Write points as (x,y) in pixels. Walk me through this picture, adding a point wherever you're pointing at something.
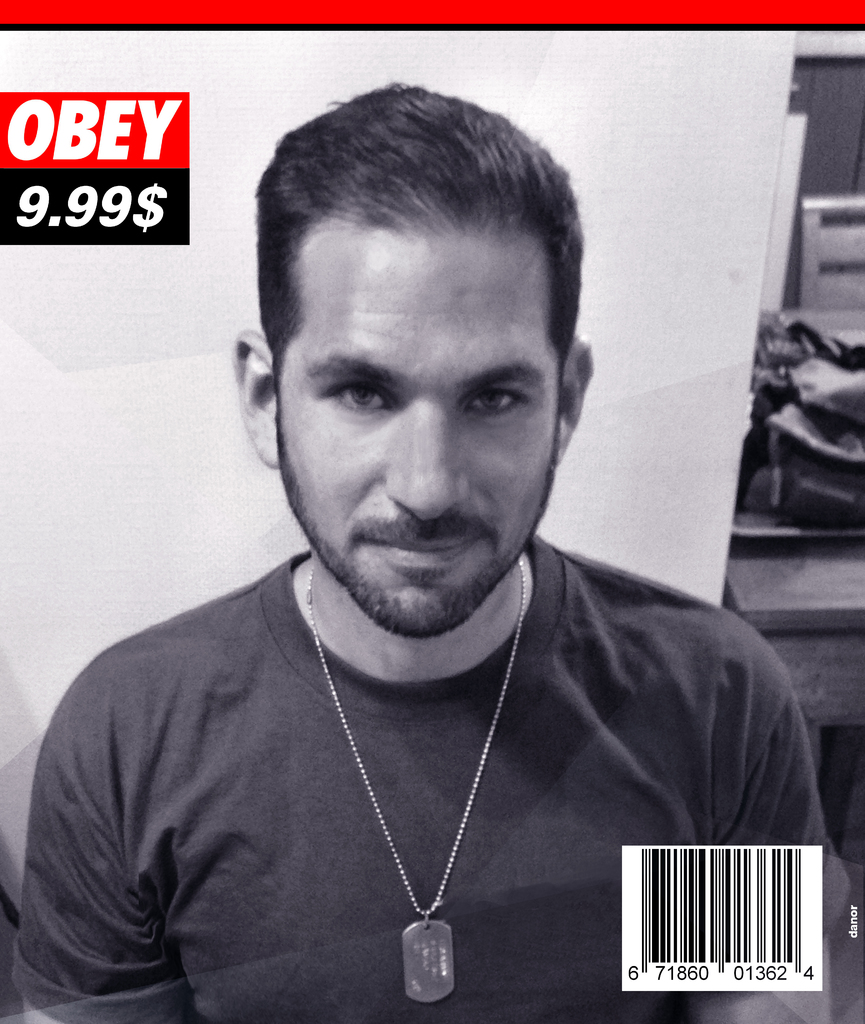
This is a poster (477,601). In this image there is a man (362,874). At the back (18,234) there is text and price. At the bottom right (700,959) there is a barcode (716,953). At the back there are objects (818,451) on the table (797,632).
